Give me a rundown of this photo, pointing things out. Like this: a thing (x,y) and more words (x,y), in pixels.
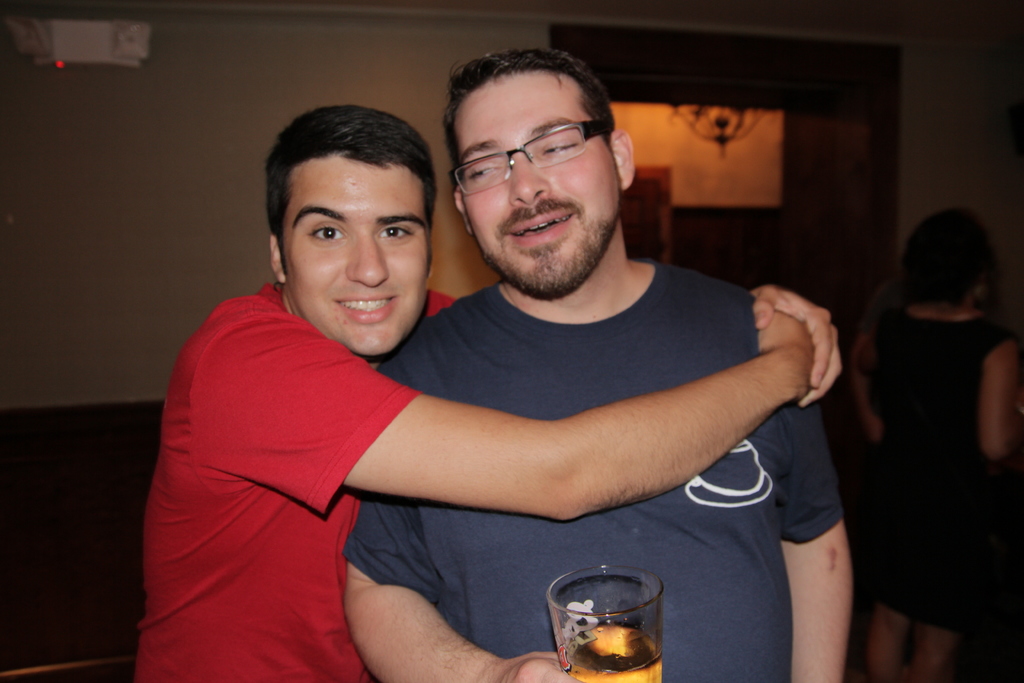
On the background (225,164) we can see a wall (208,194). Here we can see two men (520,320) in front of a picture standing and smiling. This man (709,625) holding a glass (573,627) in his hand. He wore spectacles (553,155). At the right side of the picture (906,331) we can see a woman (970,372) with a black dress (932,433) facing back toward these men (504,531).
